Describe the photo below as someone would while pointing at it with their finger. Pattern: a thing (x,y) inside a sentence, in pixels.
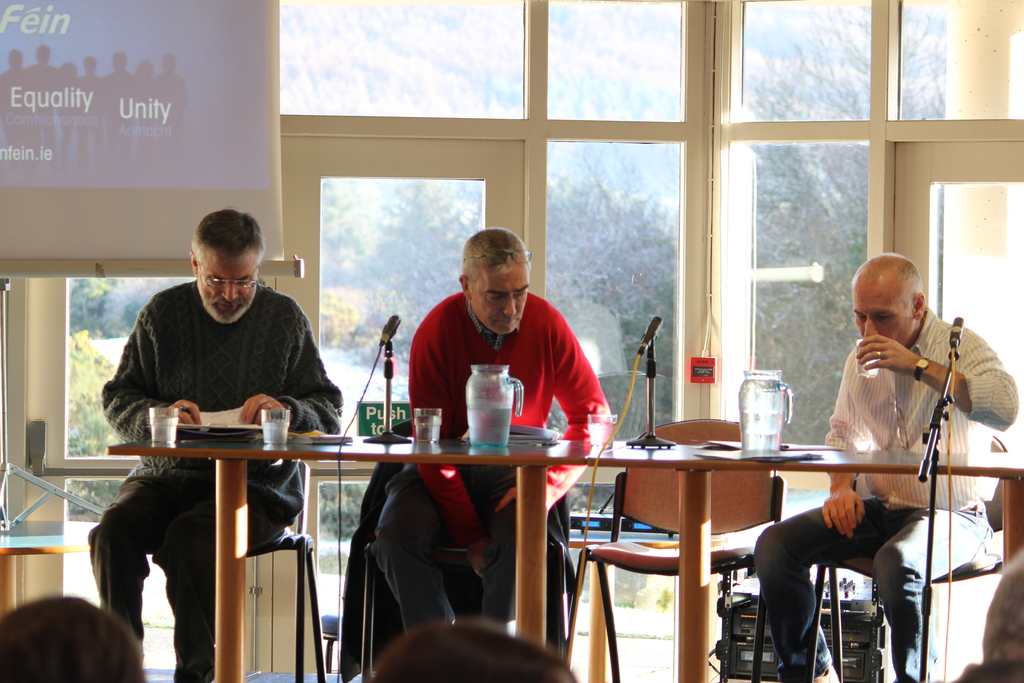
This picture shows three men (486,247) seated on the chairs (454,575) and we see jugs (768,408) and glasses (419,432) and microphones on the table (668,449) and we see a man (890,364) drinking water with help of a glass (878,372) and we see a projector screen (230,133) from the window (439,219) we see trees (608,219) around.
